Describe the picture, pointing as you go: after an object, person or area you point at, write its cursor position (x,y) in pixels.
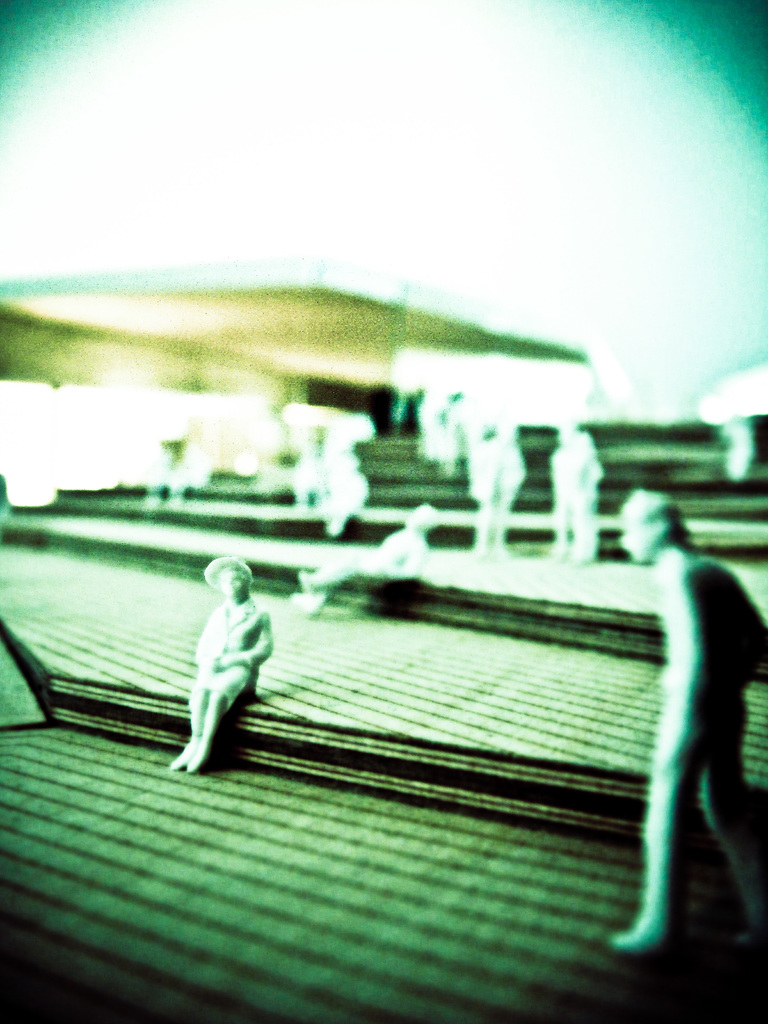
In the image there are tiny statues (739,677) arranged on some surface (426,607). The background of the statues (711,612) is blur.
